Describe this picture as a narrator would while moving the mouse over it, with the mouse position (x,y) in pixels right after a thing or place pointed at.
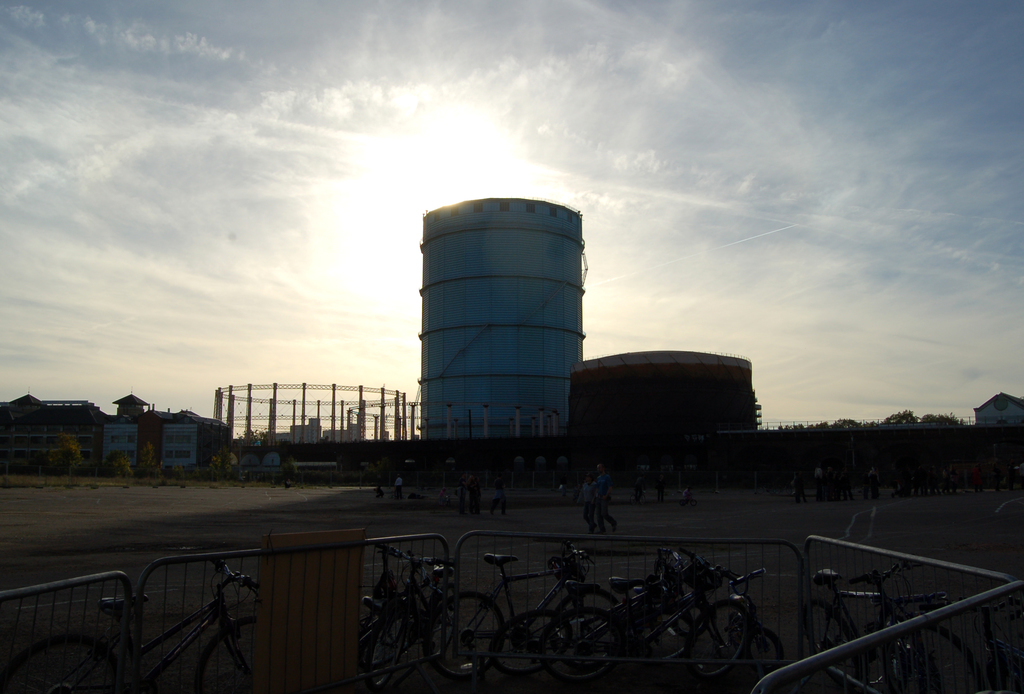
In this picture we can see those are looking like silos (463,368). On the left (311,437) and right side of the image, there are buildings (165,416). In front of the silos (440,345), there are trees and people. At the bottom of the image (579,625), there are bicycles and barricades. At the top of the image (175,101), there is the sky (369,3).
